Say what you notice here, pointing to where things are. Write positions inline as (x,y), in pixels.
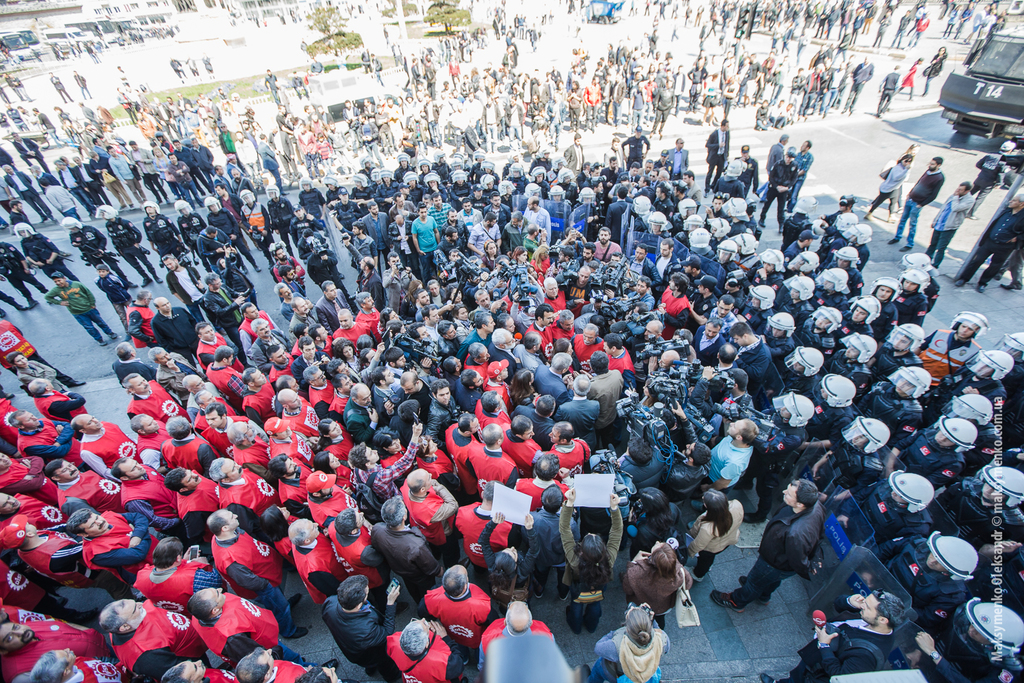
In this in the middle (357,279) I can see there are many people (549,262) gather, and at the back (22,245) there are many policemen (822,388) standing.
